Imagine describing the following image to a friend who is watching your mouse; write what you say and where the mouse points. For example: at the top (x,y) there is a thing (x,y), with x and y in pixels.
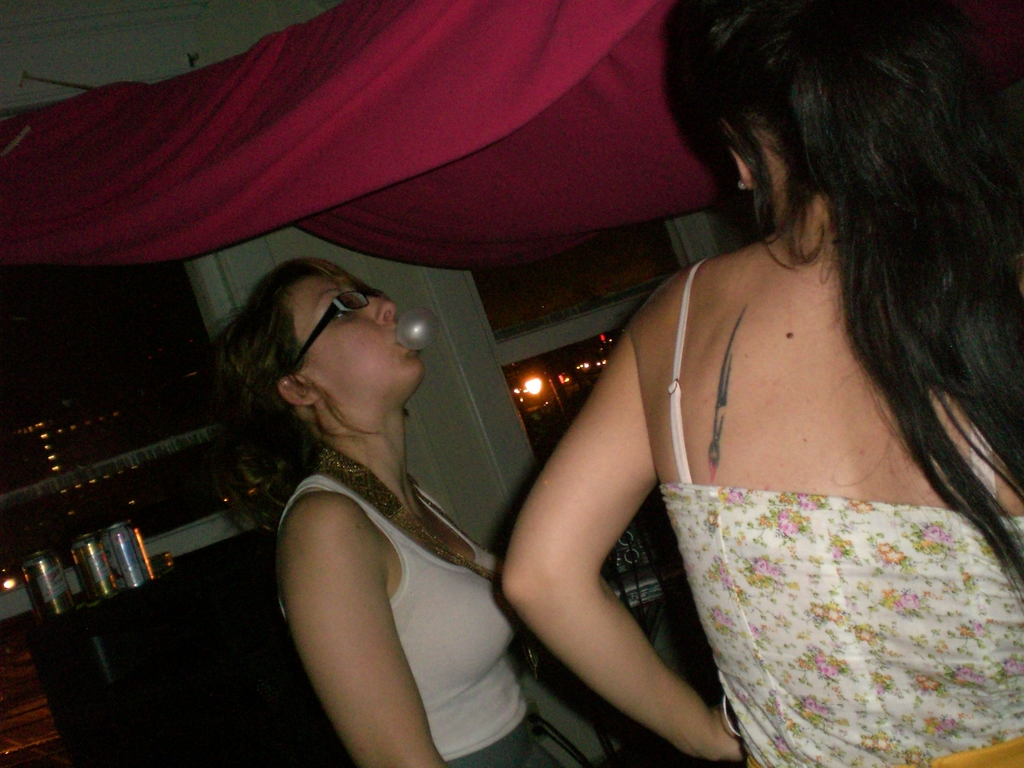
Here I can see two women (621,476). The woman (867,273) who is on the right side (849,533) is looking at the other woman (434,537). The other woman (344,465) is eating the chewing gum (413,324). At the top of these women (401,400) there is a cloth (323,137). In the background (468,364) there is a pillar (465,395). In the background (80,501), I can see many objects (43,586) and lights (537,388) in the dark.
